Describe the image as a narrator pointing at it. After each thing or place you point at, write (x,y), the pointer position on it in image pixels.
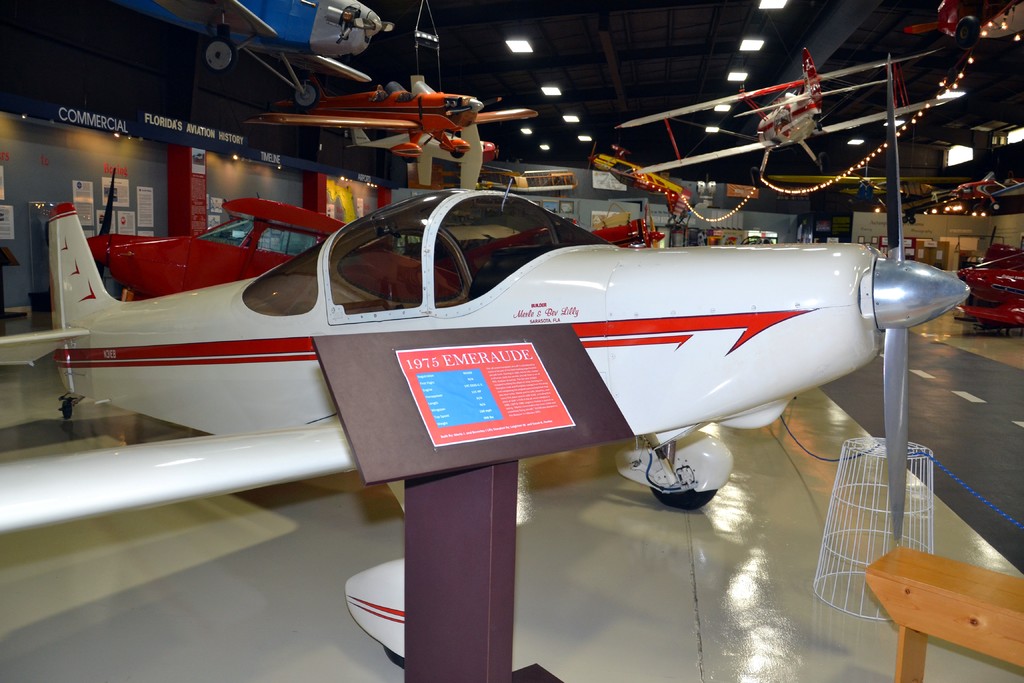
In this image I can see airplanes (713,363) in a hall (571,554). In the background (95,102) I can see a wall (262,106), boards (264,153) and lights (860,140) on a rooftop (843,51). This image is taken may be in a museum (492,426).
